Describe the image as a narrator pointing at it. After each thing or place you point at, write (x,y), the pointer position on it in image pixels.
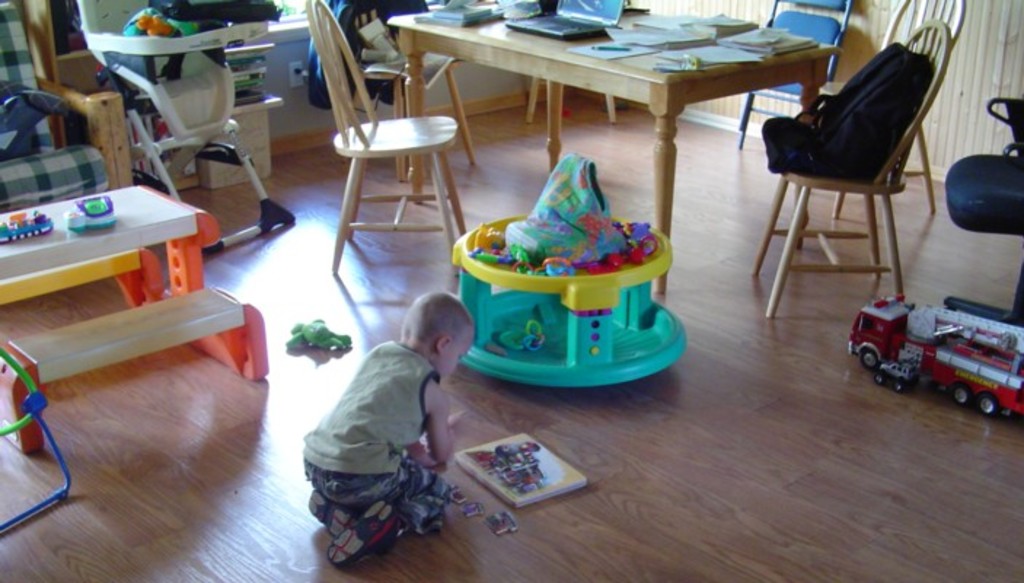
This picture shows a boy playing with toys (501,471) and we see few chairs (876,183) and a laptop (578,1) and papers (684,46) on the table (512,65) and we see a Walker (518,315).
